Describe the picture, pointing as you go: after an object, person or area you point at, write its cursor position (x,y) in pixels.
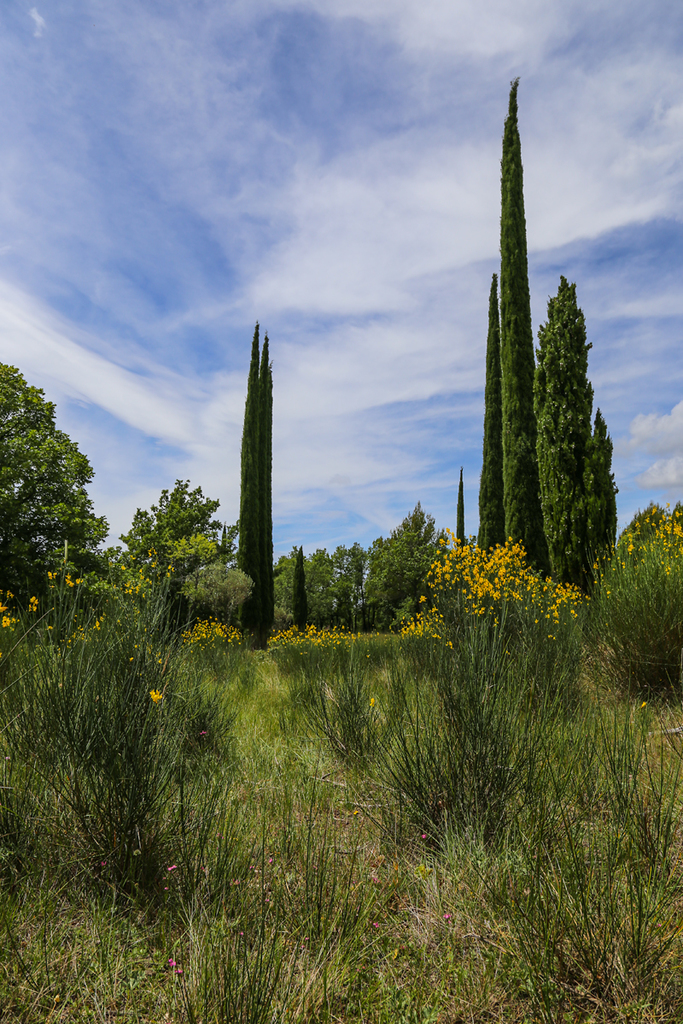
In the image there are many plants (201,631) and trees (330,565) and some of the plants (134,632) have beautiful flowers (475,572).
